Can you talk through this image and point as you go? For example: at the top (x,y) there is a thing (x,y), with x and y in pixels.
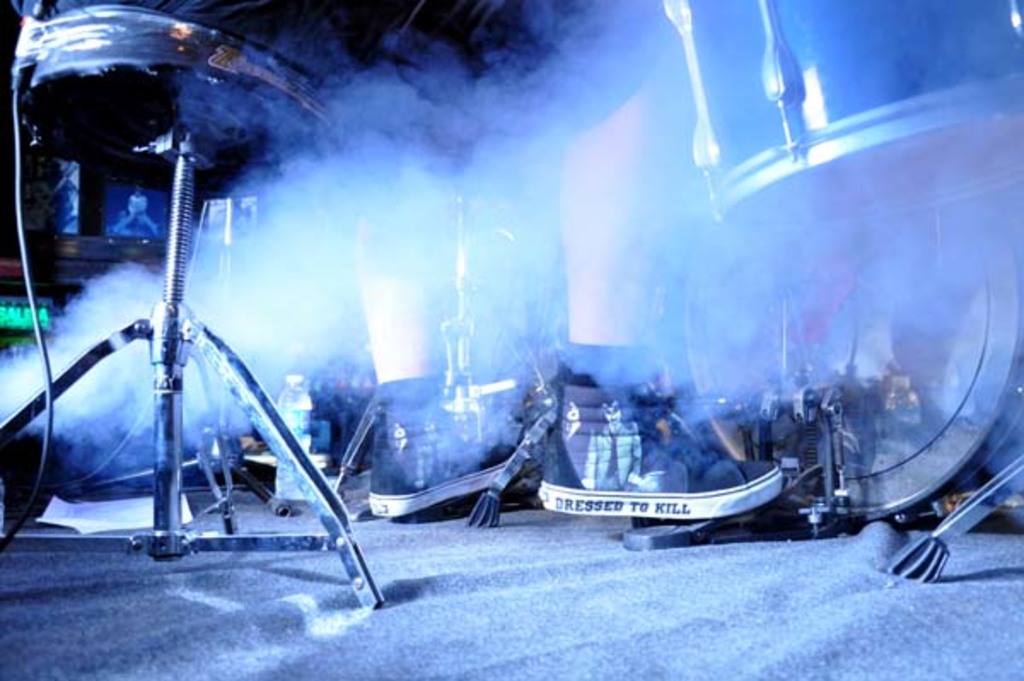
In this picture, we see the legs (445,410) of the man (566,488) wearing blue shoes (563,472). Beside him, we see water bottle (297,463). On the left side (120,14), we see musical instrument (224,371). In the background (659,260), it is blurred. At the bottom of the picture (480,547), we see the grey carpet (577,590).
